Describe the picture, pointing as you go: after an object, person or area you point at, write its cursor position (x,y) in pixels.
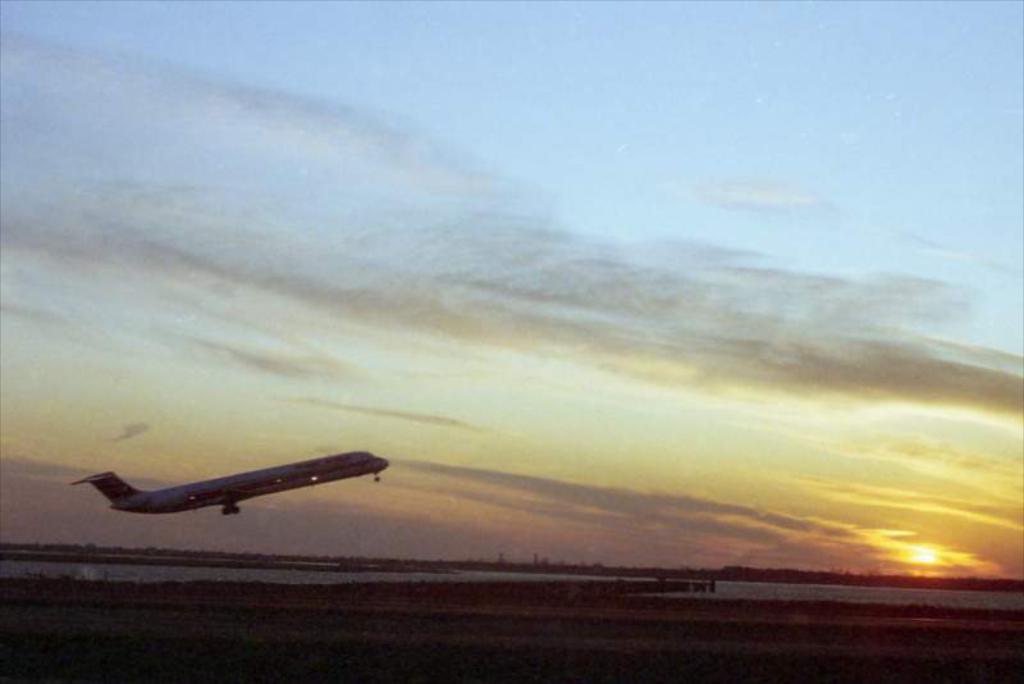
In this image we can see a flight (245,482) is taking off, a sunset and a river (867,598), also we can see the sky (636,299).
